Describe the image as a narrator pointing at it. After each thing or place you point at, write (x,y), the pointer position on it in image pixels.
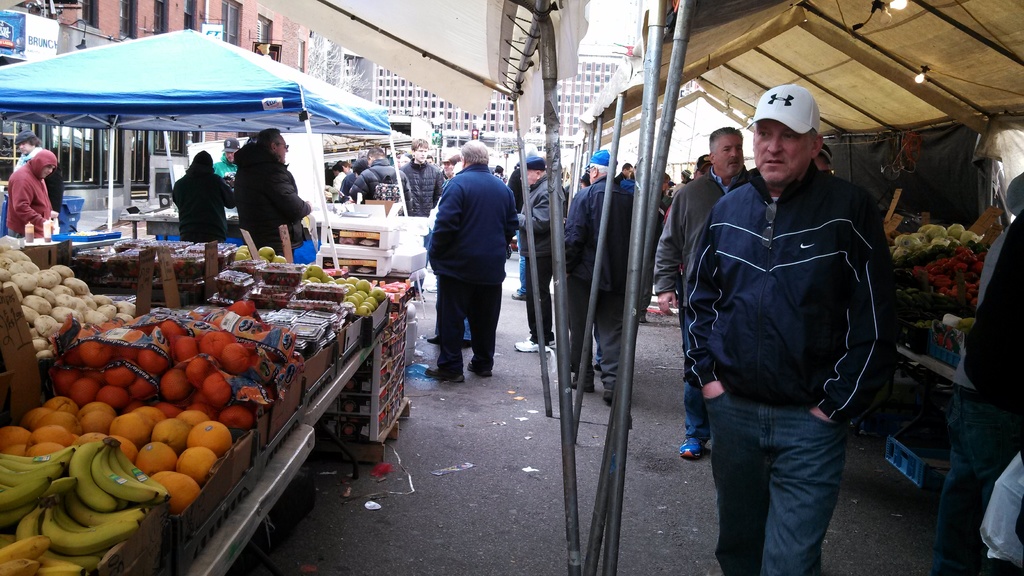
In this image I can see the group of people (614,195) with different color dresses (464,215). I can see few people (782,140) with the caps (709,164). To the left (178,478) I can see the fruits (150,424) in the tray (296,401) and these are colorful. To the right (954,269) I can see vegetables (980,259). These are under the tent (559,145). In the background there are buildings (534,144) and the sky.
